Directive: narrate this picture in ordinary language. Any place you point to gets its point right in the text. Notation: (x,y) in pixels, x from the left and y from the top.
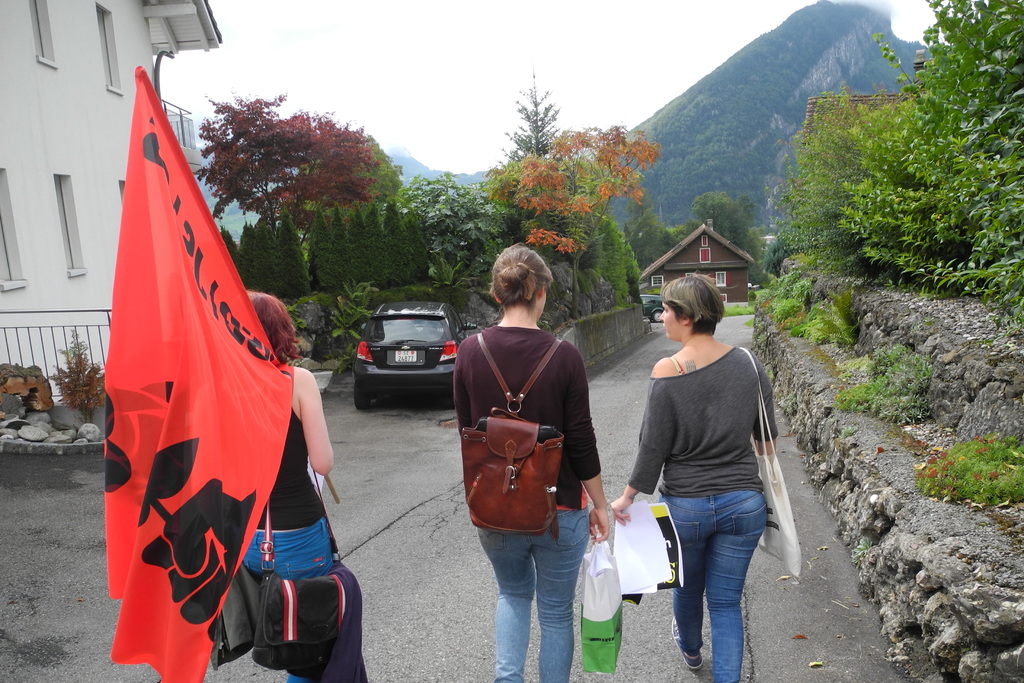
In this image I can see three persons (676,519) walking. The person (295,448) at left (179,525) holding red color flag (197,523), in front I can see a car (375,334) in black color, trees (403,187) in green color, left I can see a building (110,127) in white color. Background (433,69) I can see sky (446,121) in white color.
